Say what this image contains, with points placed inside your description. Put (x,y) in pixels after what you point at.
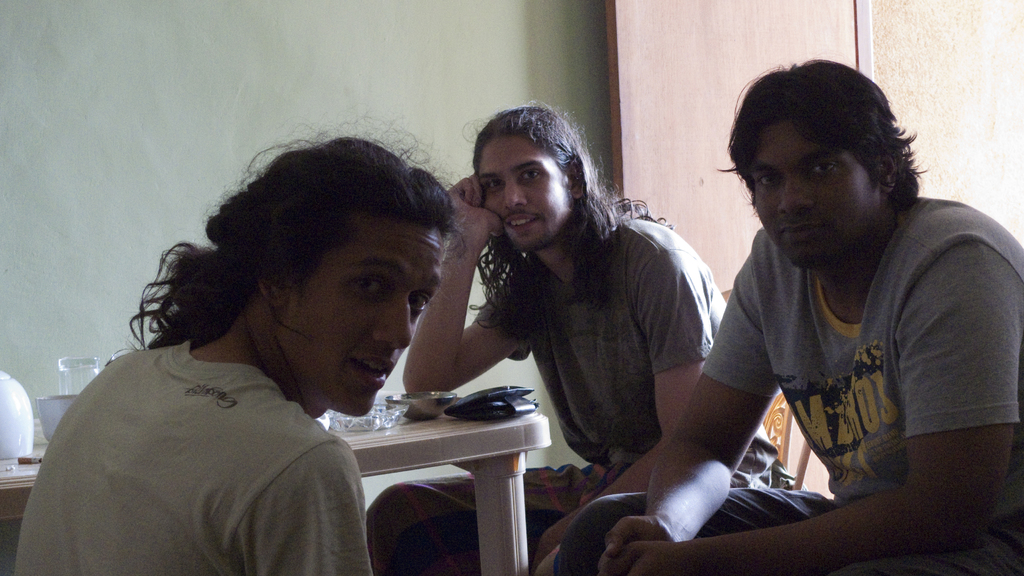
This 3 persons (326,358) are sitting on a chair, in-front of this person (577,393) there is a table (415,428), on a table (501,424) there is a wallet (493,398), bowl (439,391), glass (71,393) and cigar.
